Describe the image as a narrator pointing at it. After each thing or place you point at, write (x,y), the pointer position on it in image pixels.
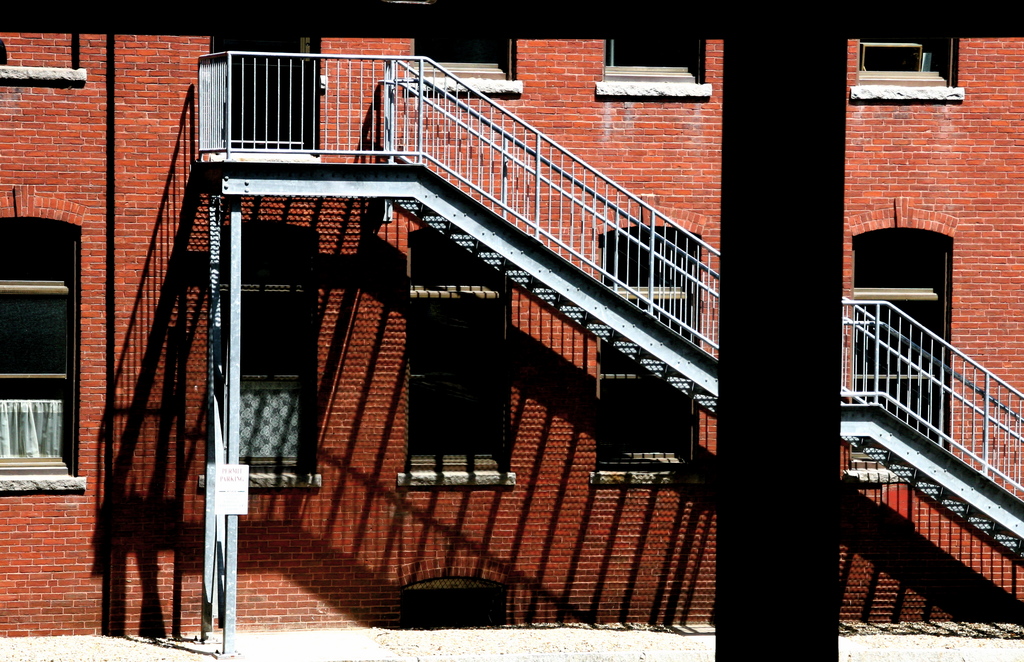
In this picture I can see a building (428,41), on which I can see number of windows (49,337) and in front of the building (344,143) I can see the stairs (867,412) and I can see the black color thing (737,428) in front of this image.
